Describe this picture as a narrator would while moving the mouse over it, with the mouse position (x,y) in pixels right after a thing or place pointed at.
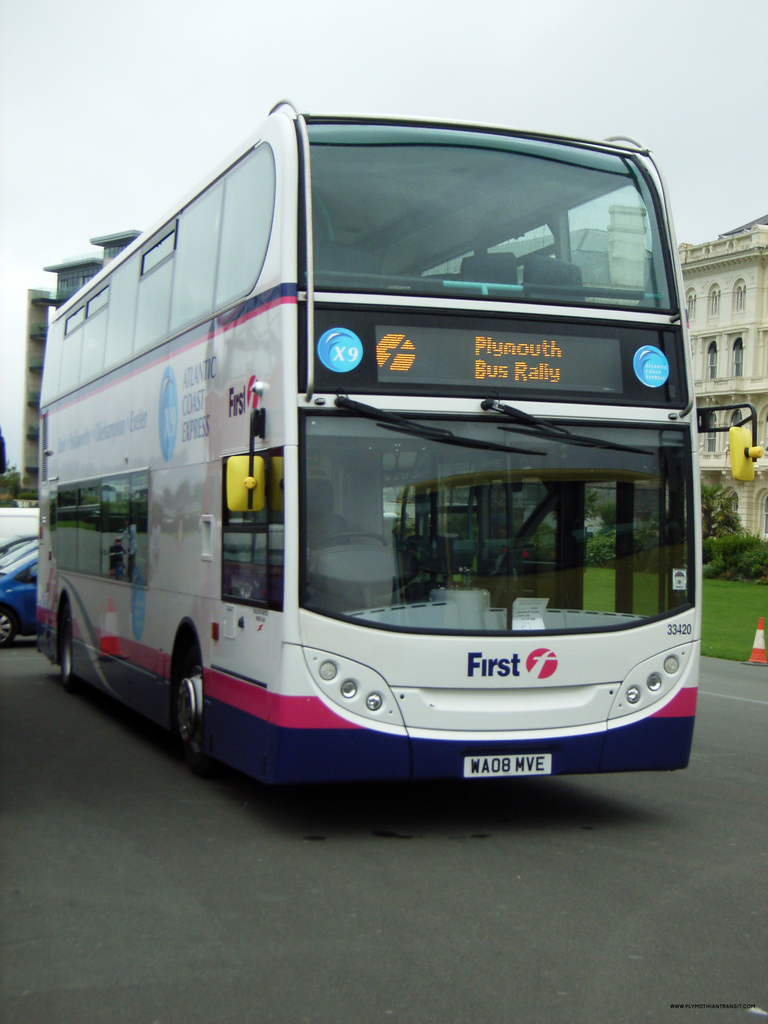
This image is clicked on the road (283,910). In the foreground (297,433) there is a bus (318,483) on the road (288,919). Behind the bus (120,600) there are vehicles (15,551). To the right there is a cone barrier (755,660) on the road (735,677). Behind the cone barrier (755,632) there are plants (724,551) and grass (734,597) on the ground (730,597). In the background (716,320) there are buildings (721,305). At the top (208,91) there is the sky (259,60).
